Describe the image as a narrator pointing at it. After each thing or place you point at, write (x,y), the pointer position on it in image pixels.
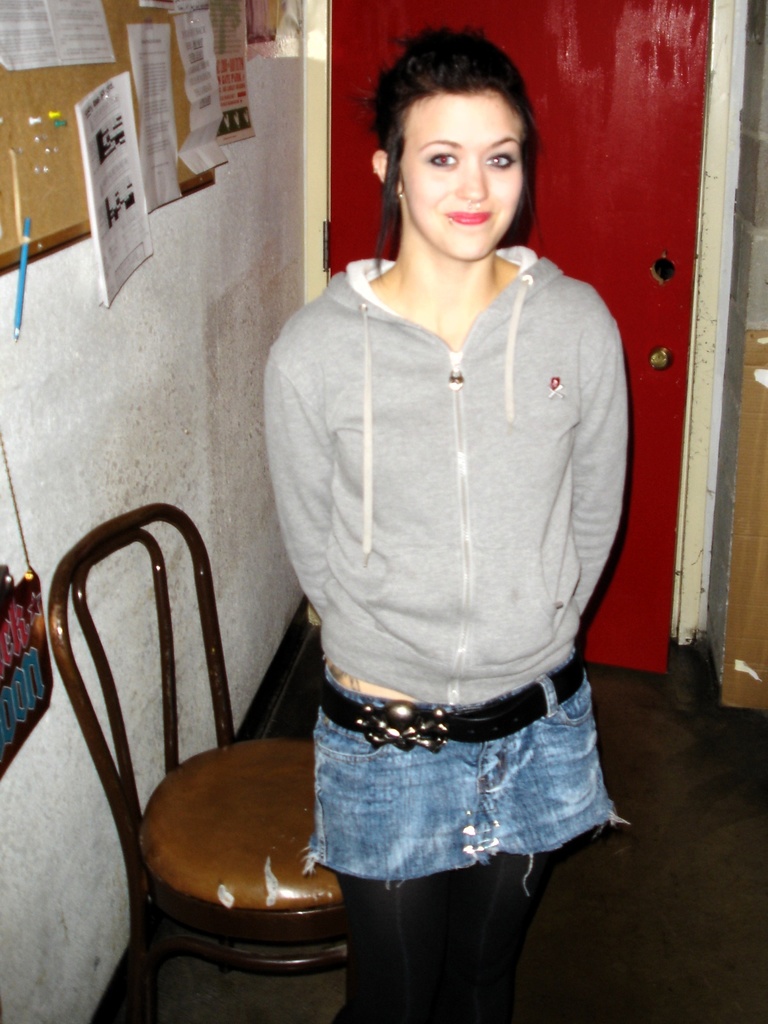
In this image I can see a person (499,590) wearing grey, blue and black colored dress (473,637) is standing. I can see a chair (211,775), the wall (213,728), a board (62,214) attached to the wall (175,343), few papers (129,162) attached to the board (49,202) and a red colored door (562,14).
